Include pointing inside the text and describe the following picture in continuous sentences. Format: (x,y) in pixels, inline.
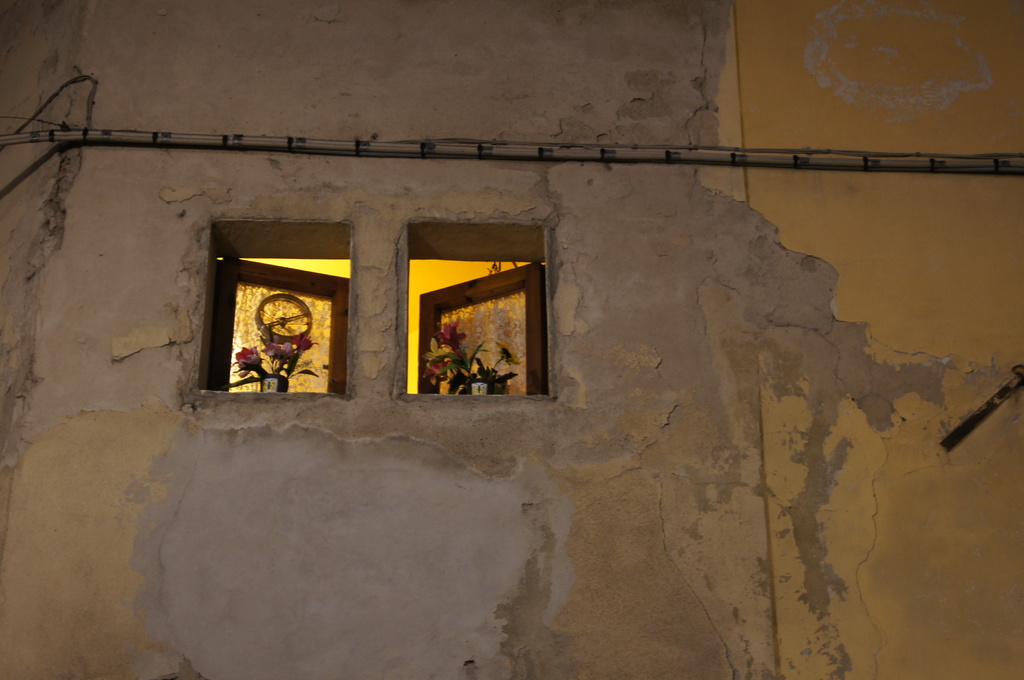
In the picture I can see windows (329,370), flowers (436,382), a wall (374,337) and something attached to the wall (358,176).
